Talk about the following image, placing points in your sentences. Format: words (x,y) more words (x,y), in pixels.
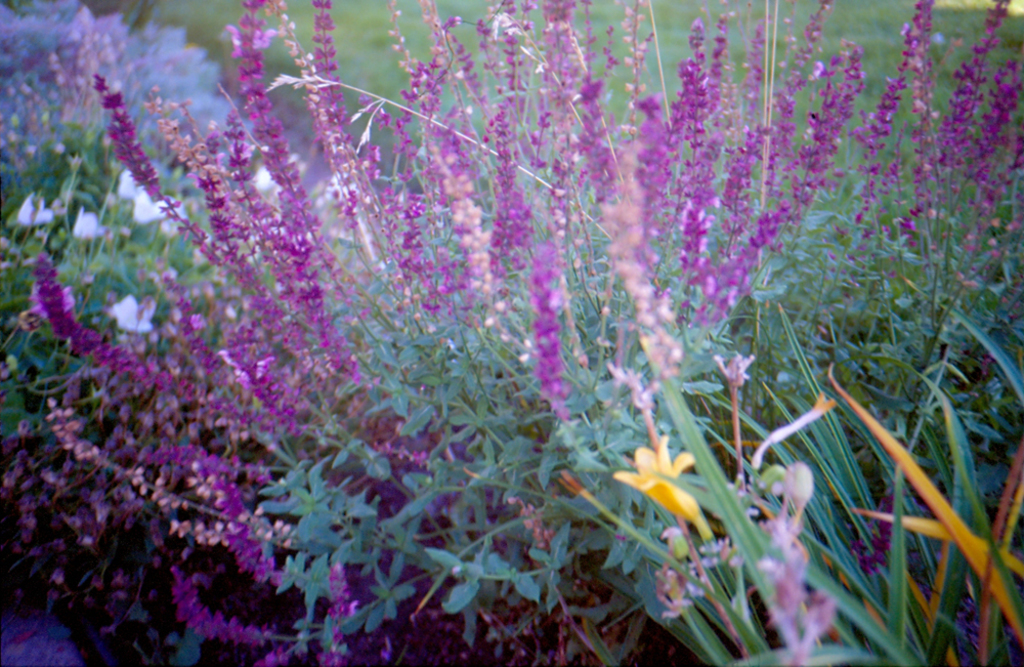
In this image in the front (557,429) there are plants (308,309) and flowers (281,248) and in the background (356,13) there is grass (364,5) on the ground (353,12).
